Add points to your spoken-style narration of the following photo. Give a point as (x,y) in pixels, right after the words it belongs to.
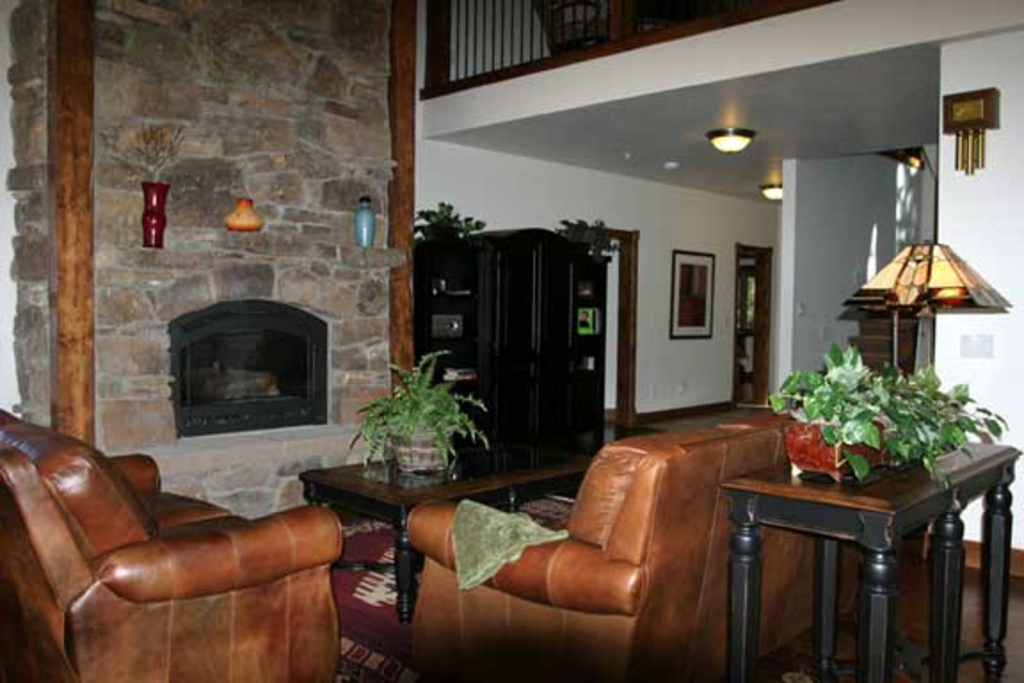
There are two couches (321,579) which are brown in color. I can see a teapoy (471,479) with a flower pot (446,437) in front of the couch (585,524). This is a table (901,485) with some house plant (883,432) placed on it and a lamp (930,337). I think this is a wardrobe (555,335) where some objects (463,291) are placed inside. These are the flower vases (155,208) placed on the wall (290,227). This looks like a fireplace (273,390). These are the ceiling lights (730,135) which are attached to the rooftop (821,92). This is a photo frame (696,266) which is attached to the wall (651,278). I can see a small piece of cloth (494,541) which is placed on the couch (543,553) which is green in color.
